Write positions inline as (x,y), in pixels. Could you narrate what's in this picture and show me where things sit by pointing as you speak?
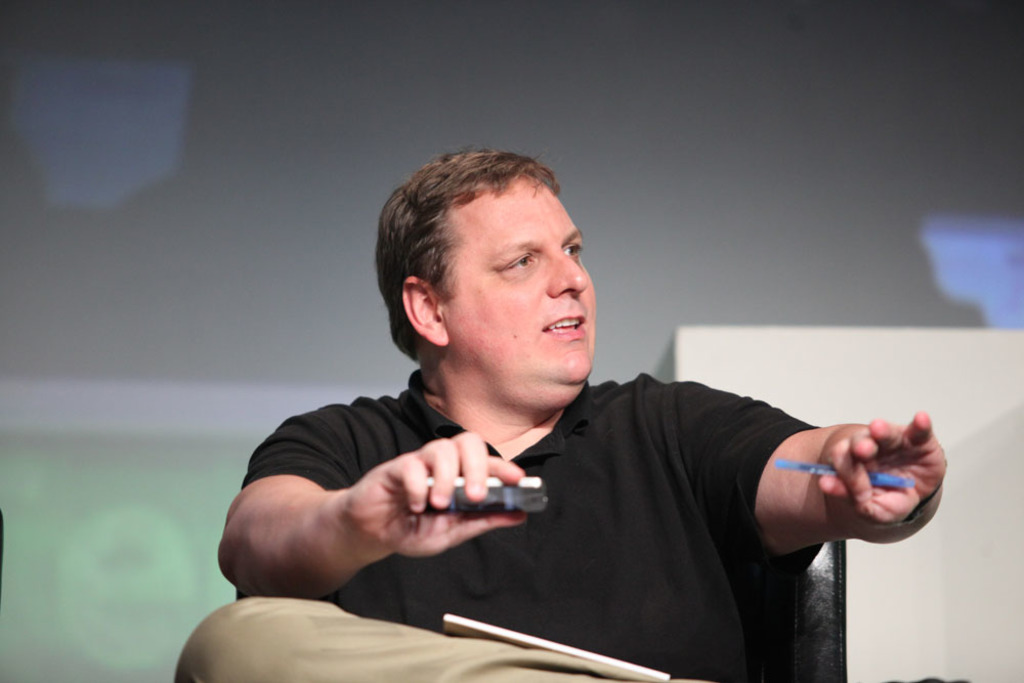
In this picture I can see there is a man (673,562) sitting on the chair (799,626) and he is holding two objects (536,493) in his hand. There is a book (530,640) in his lap (463,647) and there is a screen (411,172) in the backdrop (338,136).
